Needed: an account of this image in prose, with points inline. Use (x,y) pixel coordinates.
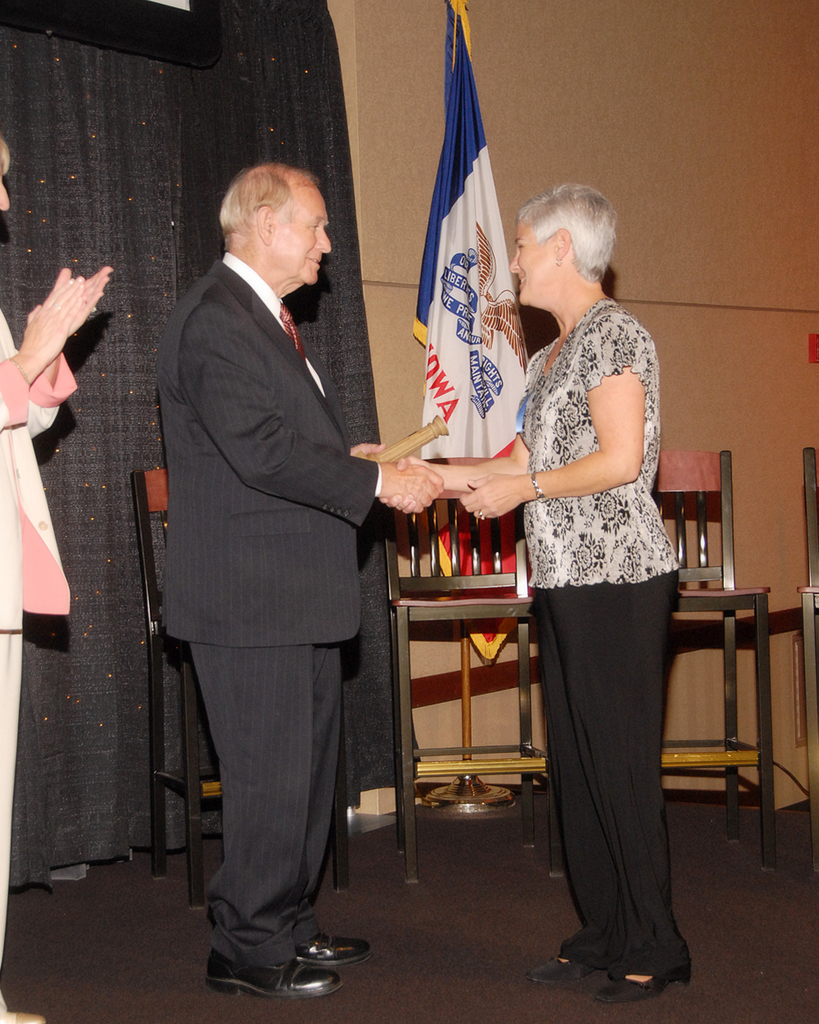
3 people (8,511) are present in the room (497,670). people (348,611) at the right (550,357) are greeting each other. behind them there are chairs (488,583) and a flag (447,301). at the left (117,215) there is black curtain (113,312).
